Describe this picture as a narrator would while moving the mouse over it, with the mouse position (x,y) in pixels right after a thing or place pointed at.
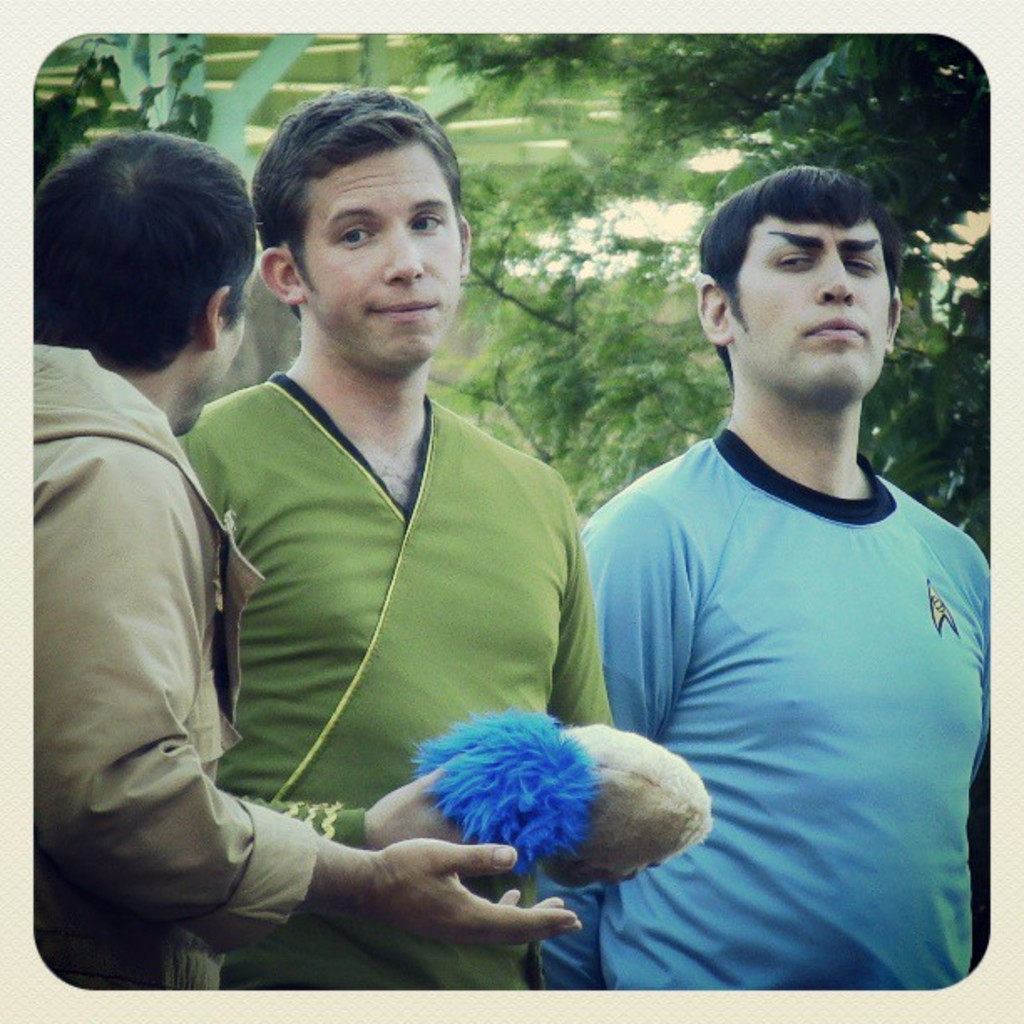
In the foreground of this image (244,704), there are three men (531,657) standing where a man (448,680) is holding two objects (596,815). In the background (685,106), there is greenery (671,71).
